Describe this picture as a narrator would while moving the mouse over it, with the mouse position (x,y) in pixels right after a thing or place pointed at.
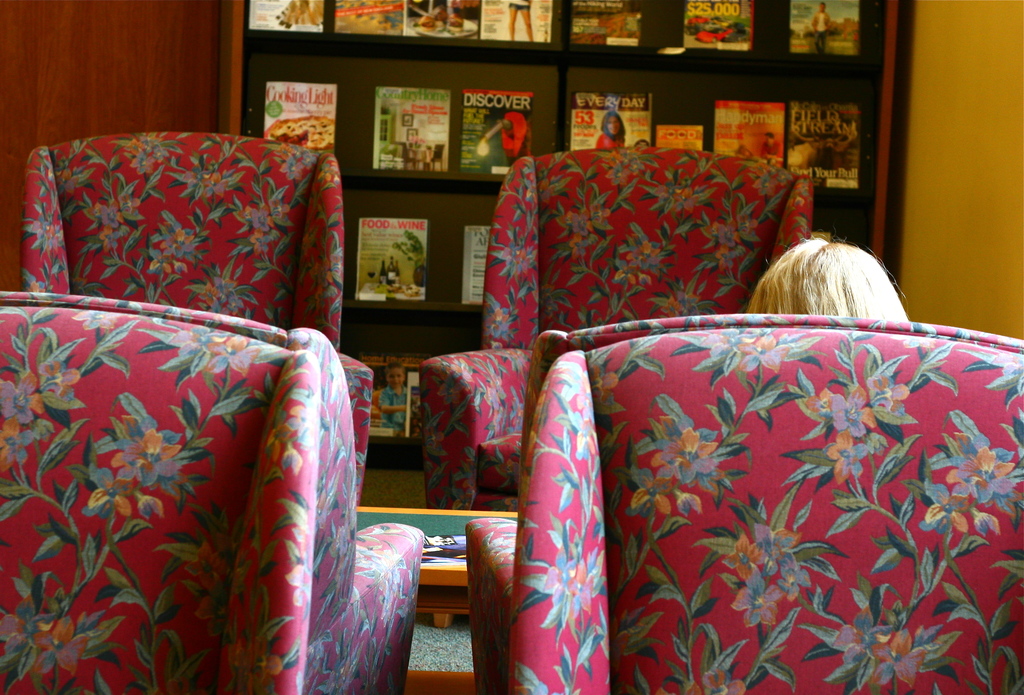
In the foreground of the image (112,469) there are chairs (135,581). In the background of the image (408,52) there is a bookshelf (477,47). There is a wall (954,140). To the right side of the image (803,295) there is a lady (793,291) sitting on the chair (748,493).
